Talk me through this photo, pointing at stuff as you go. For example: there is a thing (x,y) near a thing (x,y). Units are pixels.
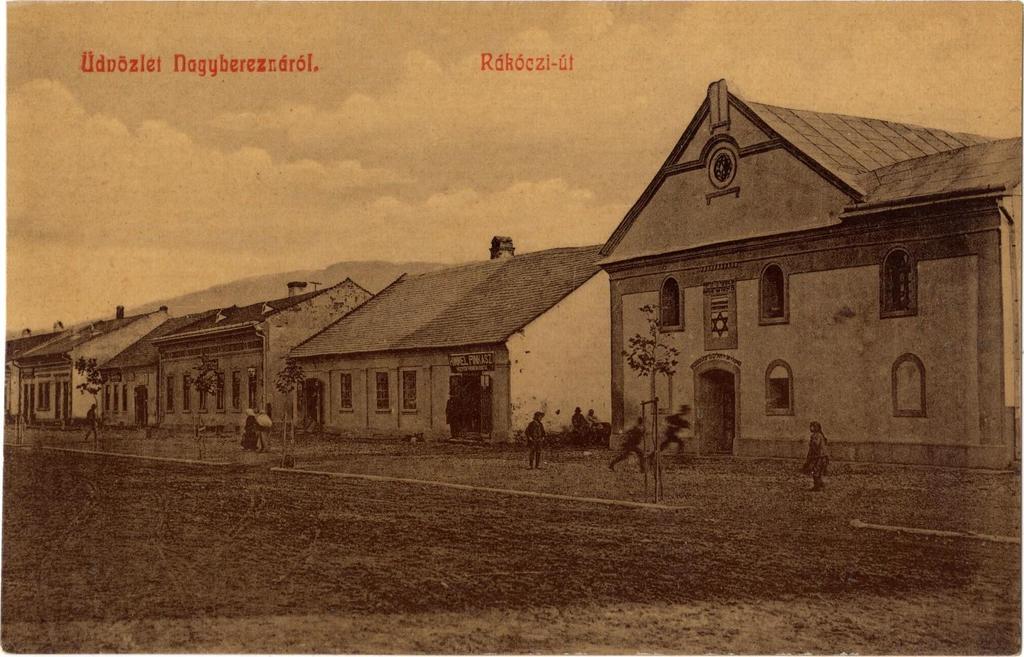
This is a sepia picture. Here, we see people (640,420) playing on the ground (731,497). Beside them, we see buildings (282,348). At the bottom of the picture (369,547), we see a road (524,554) and at the top of the picture (373,59), we see the sky (239,130) and clouds (357,217).
